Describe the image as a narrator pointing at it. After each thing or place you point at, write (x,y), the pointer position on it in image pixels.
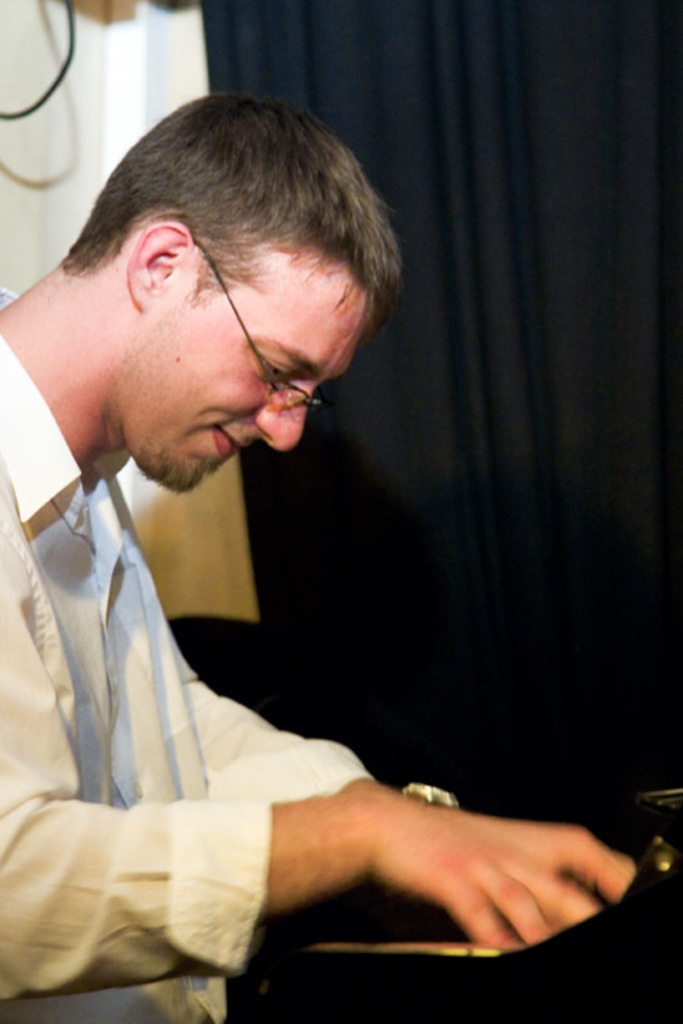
In this picture I can see a person (255,332) with a smile wearing the spectacle (268,375).
